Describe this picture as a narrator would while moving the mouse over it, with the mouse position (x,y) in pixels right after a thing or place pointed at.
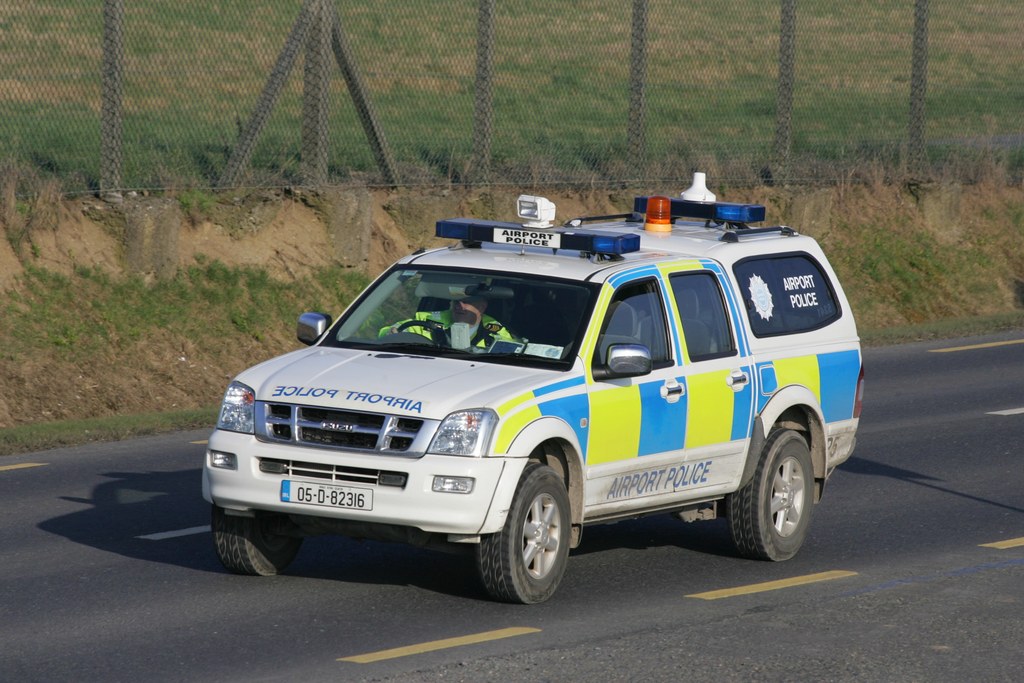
In this image we can see a vehicle (540,341) on the road (673,530). Inside the vehicle (467,361) there is a person (487,334). Also there is text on the vehicle (654,406). In the back (514,96) there is a mesh fencing (422,104) with poles (258,122) and there's grass (206,119) on the ground (178,216).
